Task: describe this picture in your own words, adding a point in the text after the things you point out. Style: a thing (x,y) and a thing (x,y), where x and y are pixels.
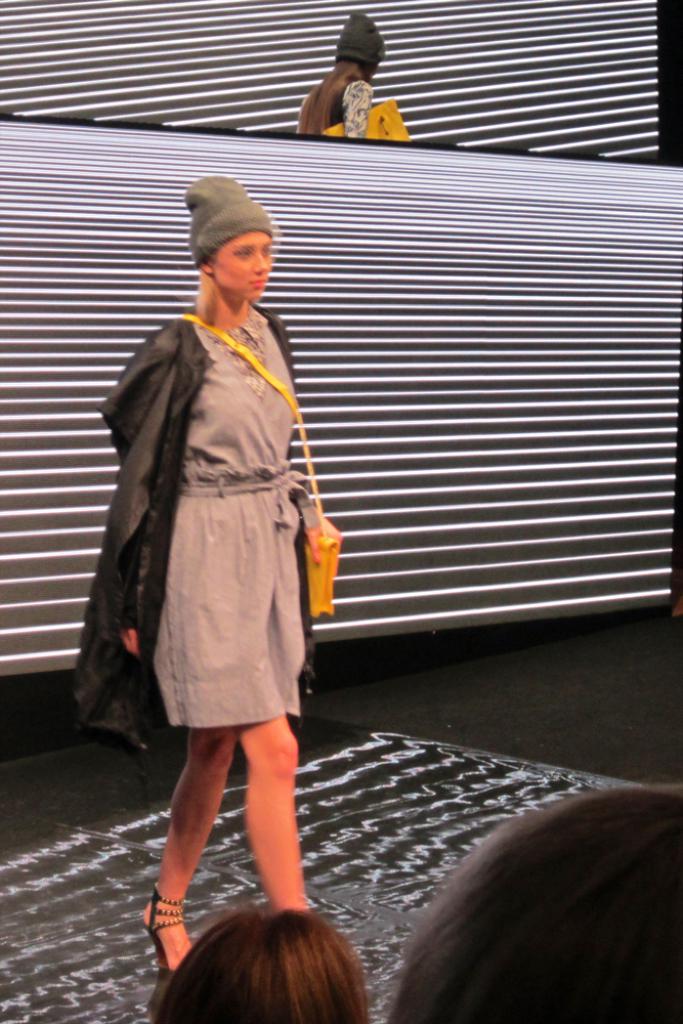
In this image it seems like a ramp walk (18,834). There is a girl (248,545) in the middle (246,660) who is walking on the floor (316,774) by wearing the black coat (147,477) and a handbag (330,586). In the background (340,210) there is screen (205,140) with some lines (22,198) on it.
